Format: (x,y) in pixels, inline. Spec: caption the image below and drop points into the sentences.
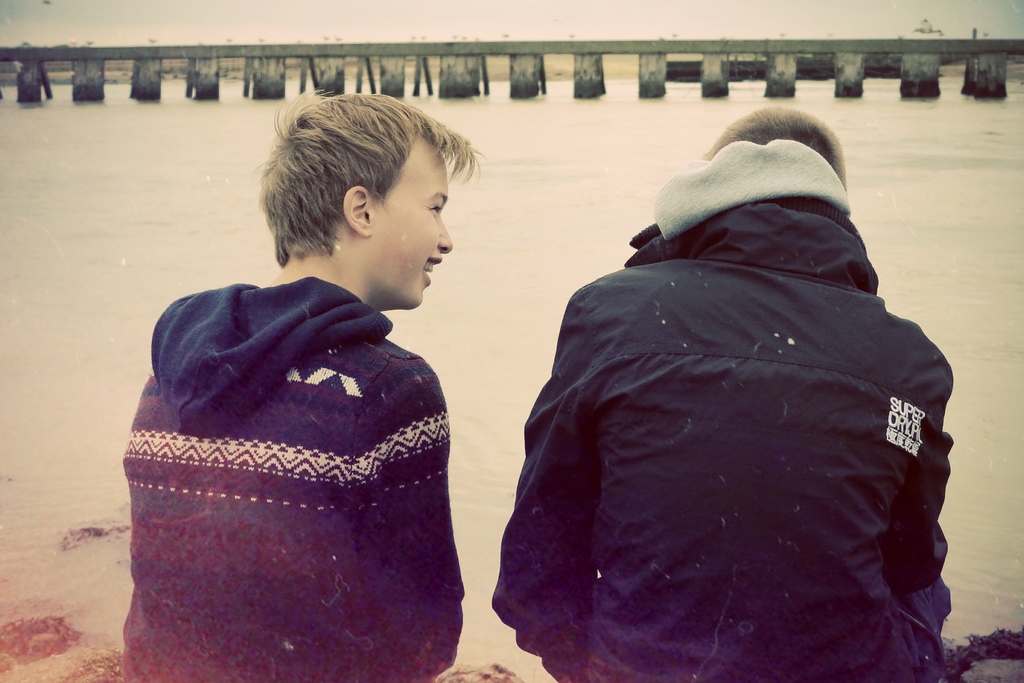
In the image there are two persons (582,509). In front of them there is water (981,425). In the background (982,65) on the water (798,88) there is bridge (340,49) with pillars (1004,80).
